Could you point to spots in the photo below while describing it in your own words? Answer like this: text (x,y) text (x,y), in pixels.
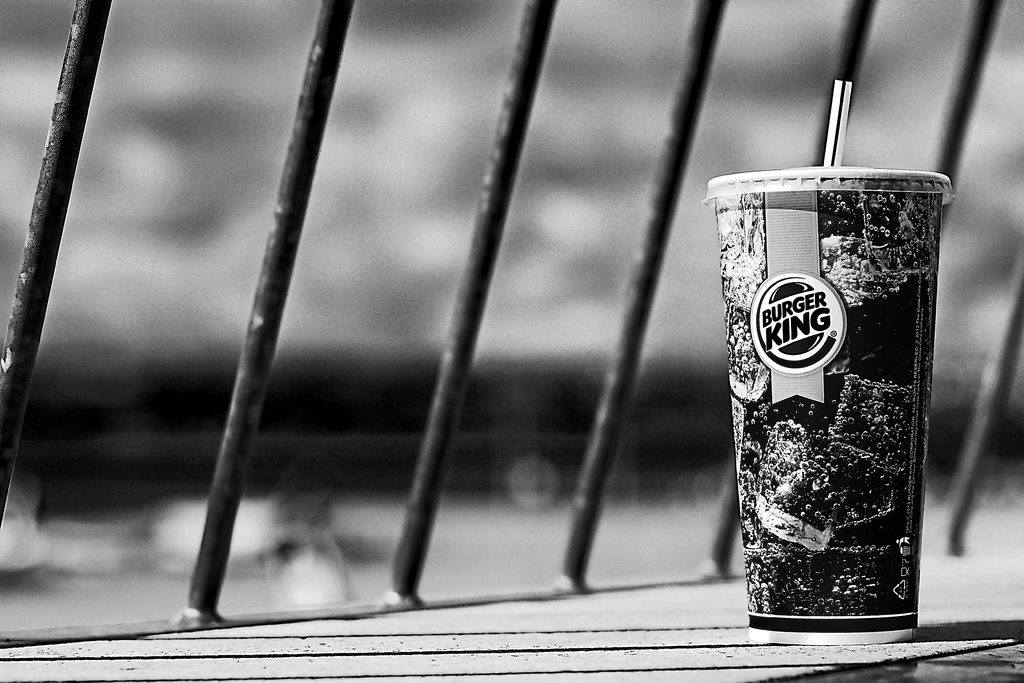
This is a black and white image. In this image we can see a glass (756,448) with a straw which is placed on the surface (546,659). We can also see some metal rods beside it.
